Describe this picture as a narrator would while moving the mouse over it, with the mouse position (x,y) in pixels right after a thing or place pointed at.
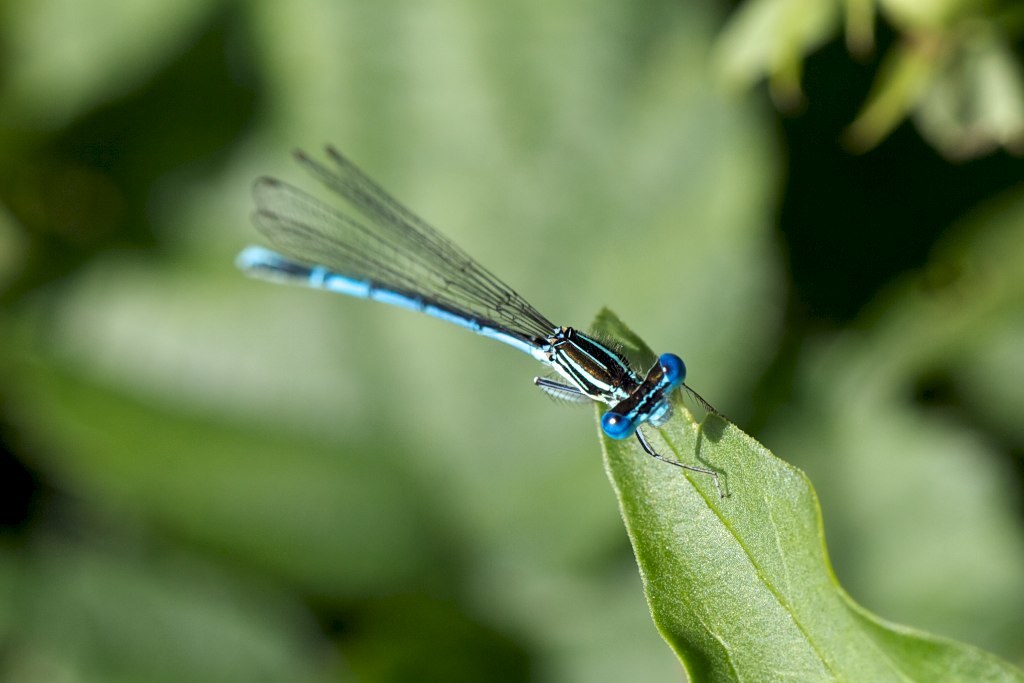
In this picture we can see an insect (630,425) on a leaf (903,640) and in the background (622,254) it is blurry.
